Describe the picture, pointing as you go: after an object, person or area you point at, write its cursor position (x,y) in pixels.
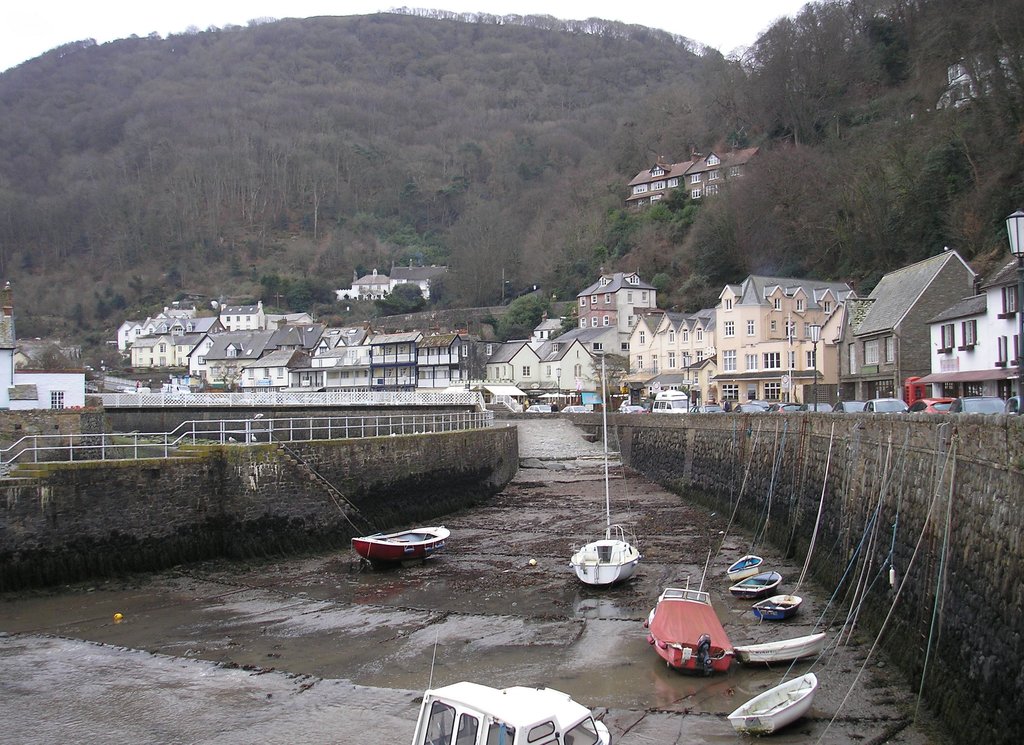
In this image on the right side (905,318) and left side (318,372) there are some buildings (780,357) and some houses (470,349), vehicles (987,410), wall (223,494) and railing (227,430). At the bottom (726,689) there are some boats (733,564), water (180,686) and mud (564,479). In the background (430,138) there are trees (720,143) and mountains (676,155).
